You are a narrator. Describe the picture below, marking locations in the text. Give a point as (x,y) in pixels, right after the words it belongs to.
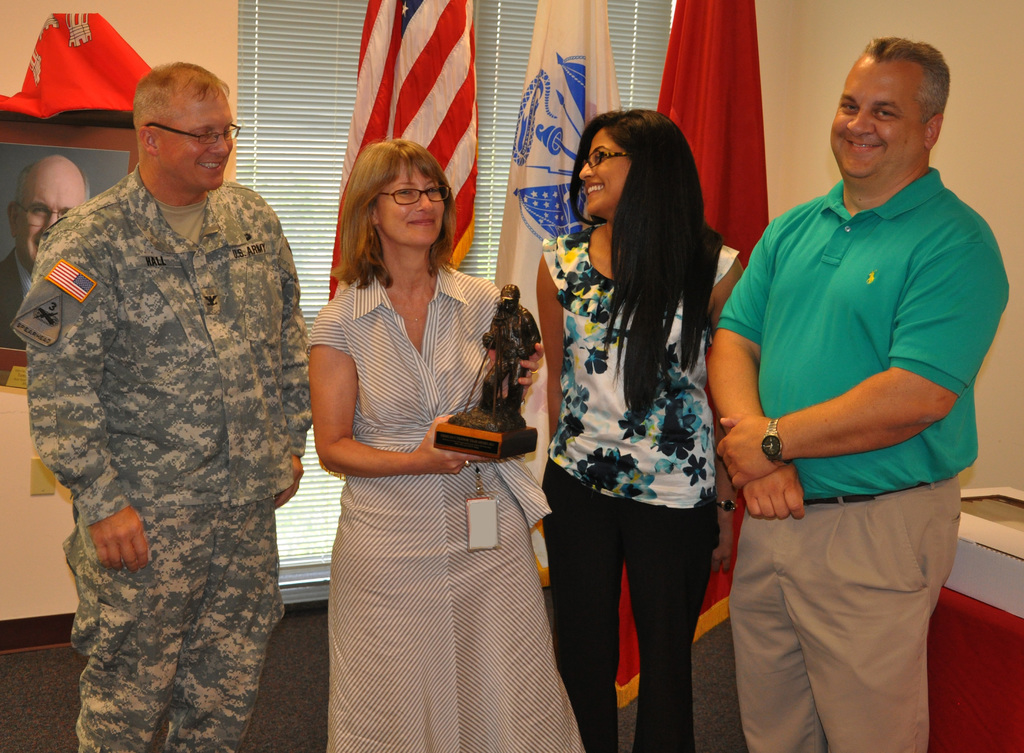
In this picture I can see there some people (356,368) standing and the person (381,359) here on to left (330,401) is holding a statue (452,439) and in the backdrop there are flags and there is a wall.
